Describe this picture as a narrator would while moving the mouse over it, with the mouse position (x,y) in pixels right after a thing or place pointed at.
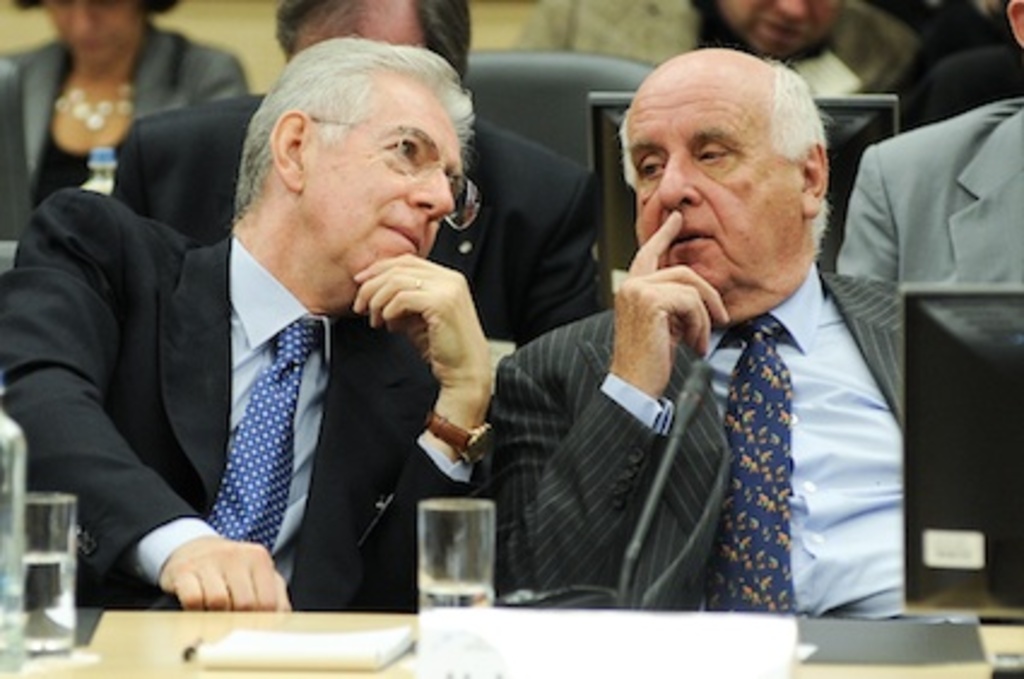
In the image I can see two people (427,309) wearing suits (390,339) and sitting in front of the table (235,626) on which there are two glasses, screen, papers (479,628) and behind there are some other people (79,178).
